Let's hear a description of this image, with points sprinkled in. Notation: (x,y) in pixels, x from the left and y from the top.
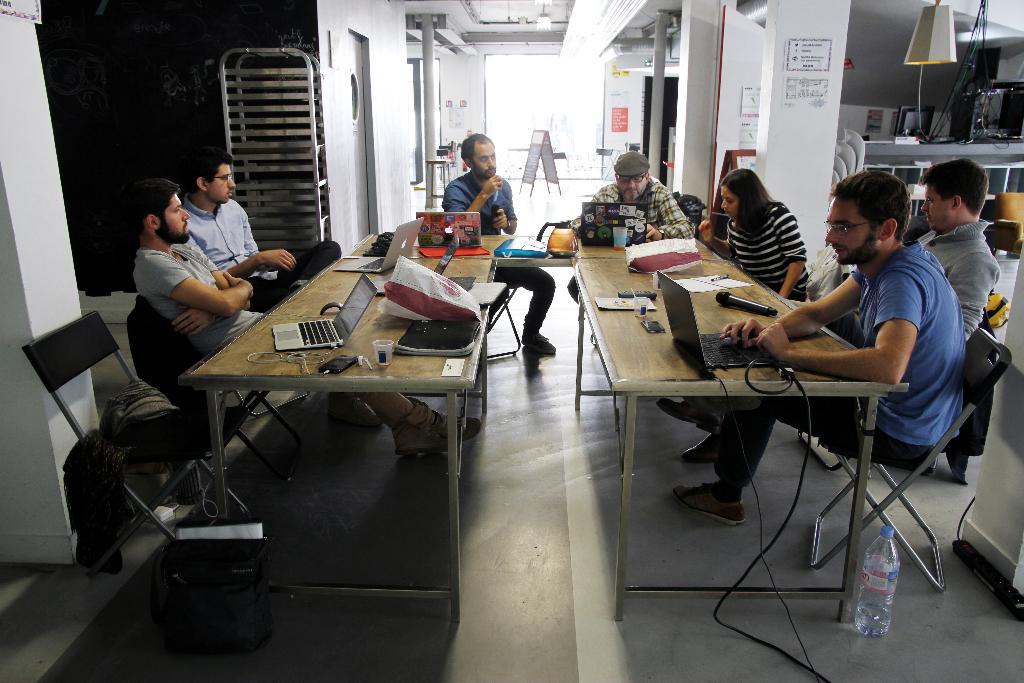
In the image we can see there are people (504,277) sitting, wearing clothes (887,313), shoes (703,496) and some of them are wearing spectacles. We can see there are chairs (81,363) and tables (679,360). On the table (398,359) we can see laptops (347,305), glass (385,357), cable wires (307,362), papers (716,277) and other things (415,273). We can see there is even a bottle (884,592), light (942,47), glass window (581,85), pole (664,44), pillar (681,90) and the floor (498,562).
